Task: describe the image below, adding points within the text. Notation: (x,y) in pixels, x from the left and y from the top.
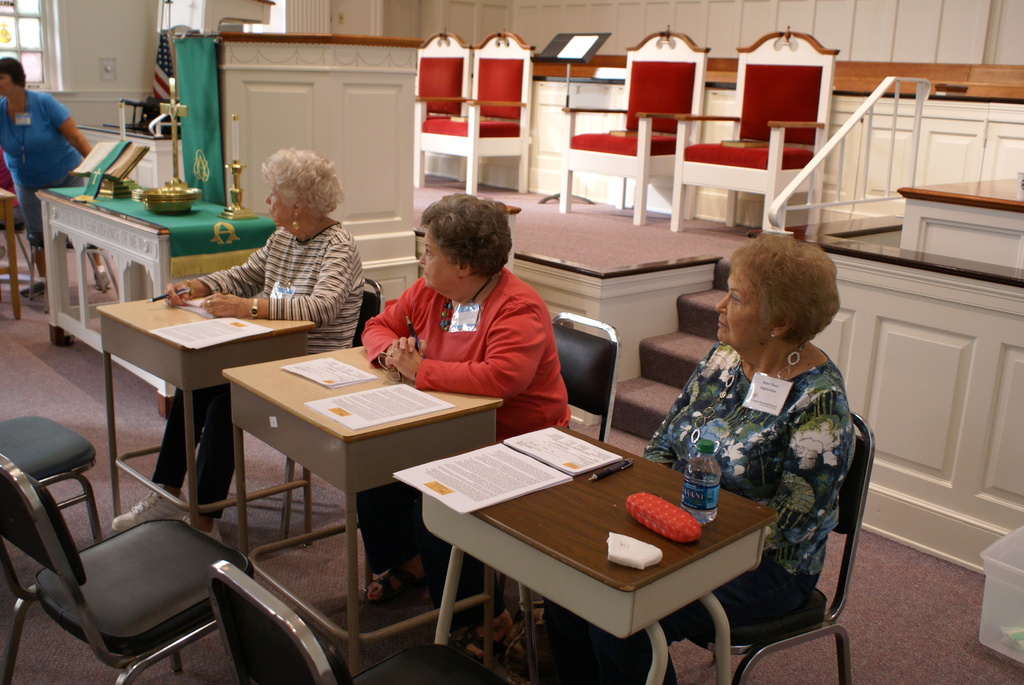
In this image, few peoples (663,429) are sat on the chair (594,392), there are 3 tables (474,517) in-front of them. We can see papers (476,477), water bottle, pen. And the left side (152,601), we can see few chairs (103,554). We can see white color here here here. And we can see stairs (693,338). And the background (610,142), red and white color chairs (642,139). On left side (36,149) woman (41,163) is standing. Here we can see green color cloth (192,91) and flag (163,78) here.
